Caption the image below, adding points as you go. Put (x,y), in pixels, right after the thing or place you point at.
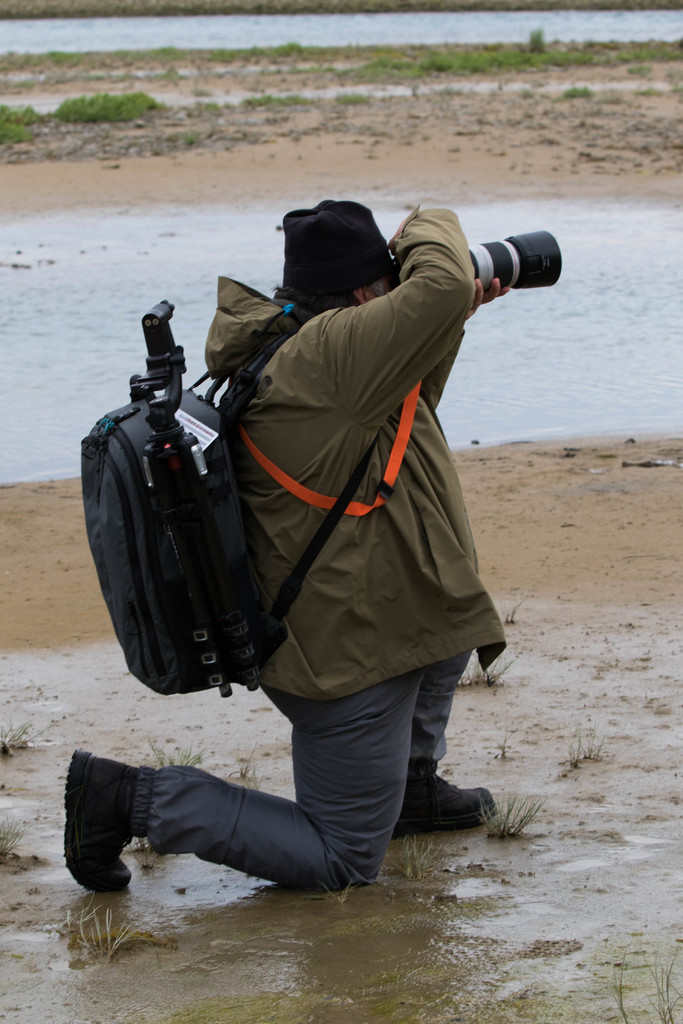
In this image I can see a person (277,335) holding a camera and wearing a bag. In the background (143,201) I can see water (630,229) and grasses (21,135) on ground (372,140).
